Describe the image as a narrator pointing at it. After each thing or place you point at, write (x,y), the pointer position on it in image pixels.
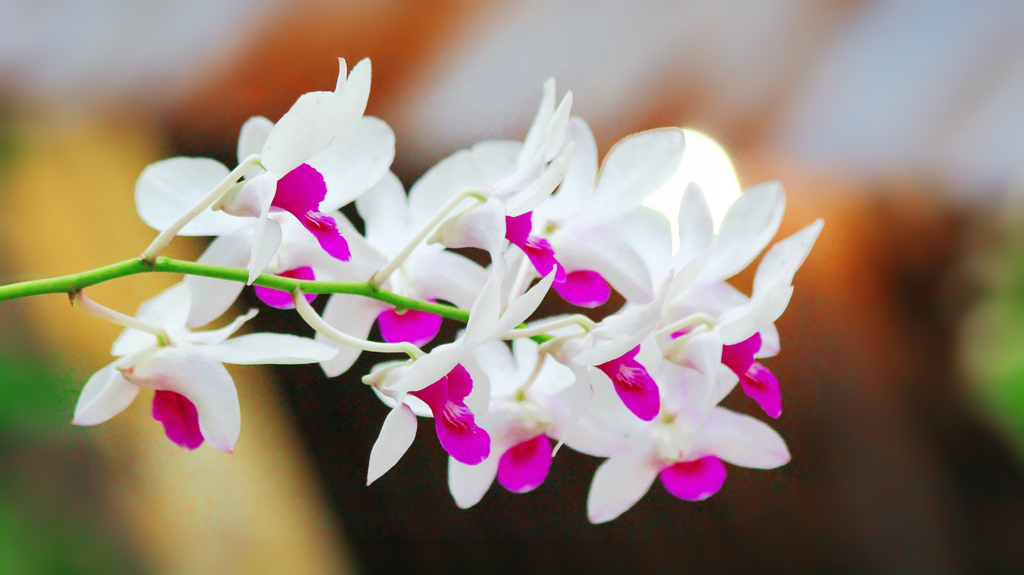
In this image in the center (597,356) there are some flowers (552,361), and in the background (832,464) there are some objects (819,305).
